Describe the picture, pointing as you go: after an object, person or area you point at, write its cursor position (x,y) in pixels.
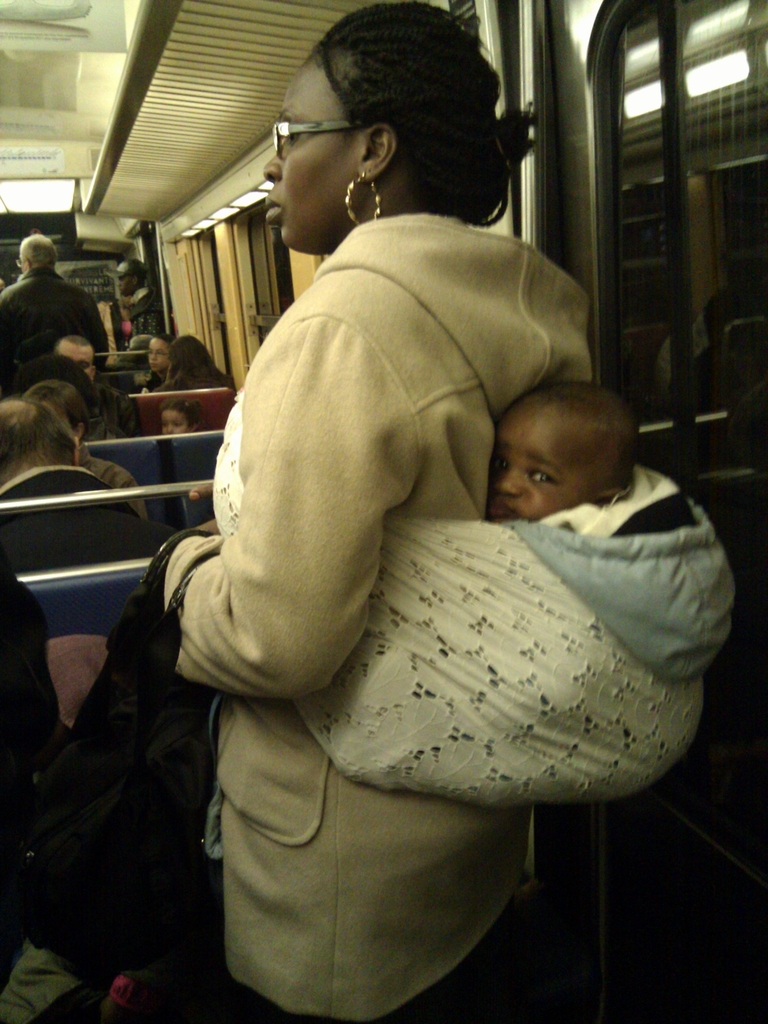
In this image we can see a woman (400,190) carrying a baby (567,465), on the left (35,539) we can see people (79,459) sitting on the chairs (98,590), on the right (680,147) we can see glass windows (701,187), at the top (287,18) we can see few objects (188,20).
